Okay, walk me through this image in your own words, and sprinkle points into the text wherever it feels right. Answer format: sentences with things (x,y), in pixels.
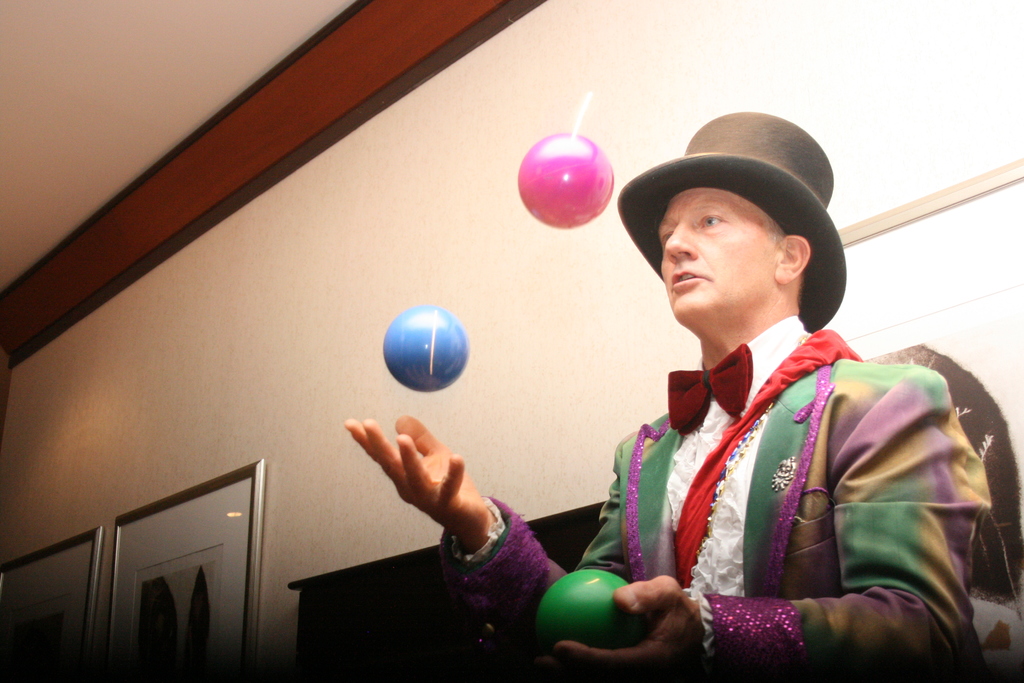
In this image I can see a person (820,358) holding a ball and wearing a cap (711,121) and I can see two balls (427,342) visible in the air (440,188) in front of the person (701,251) and I can see the wall (484,137) in the middle (351,234) I can see photo frames (262,526) attached to the wall (321,488).
